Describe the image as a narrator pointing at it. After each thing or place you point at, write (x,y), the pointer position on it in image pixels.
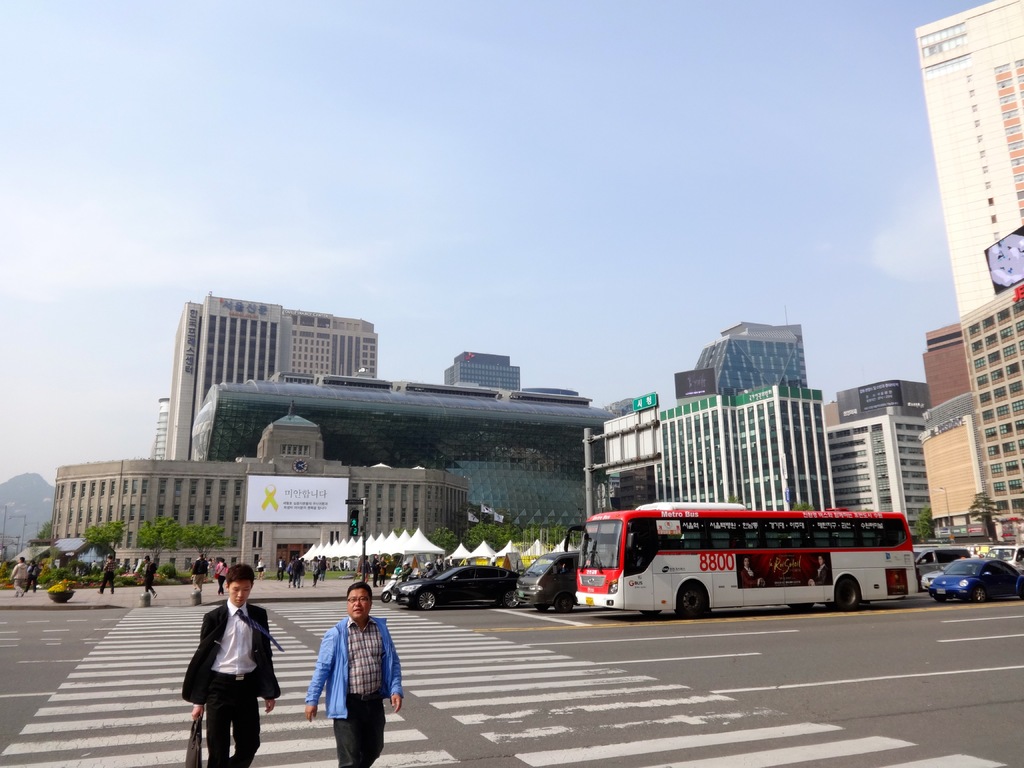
In this image I can see the road (479,704). On the road (455,642) I can see many vehicles (511,576) and two people (238,685) walking. To the side of the road (286,613) I can see the poles (365,561), tents (331,545), few people (321,565) with different color dresses (222,591). In the background (130,553) I can see the trees (150,542), many buildings (452,411). I can see the board (290,513) to one of the building (228,523). I can also see the sky (235,210) in the back (261,142).
